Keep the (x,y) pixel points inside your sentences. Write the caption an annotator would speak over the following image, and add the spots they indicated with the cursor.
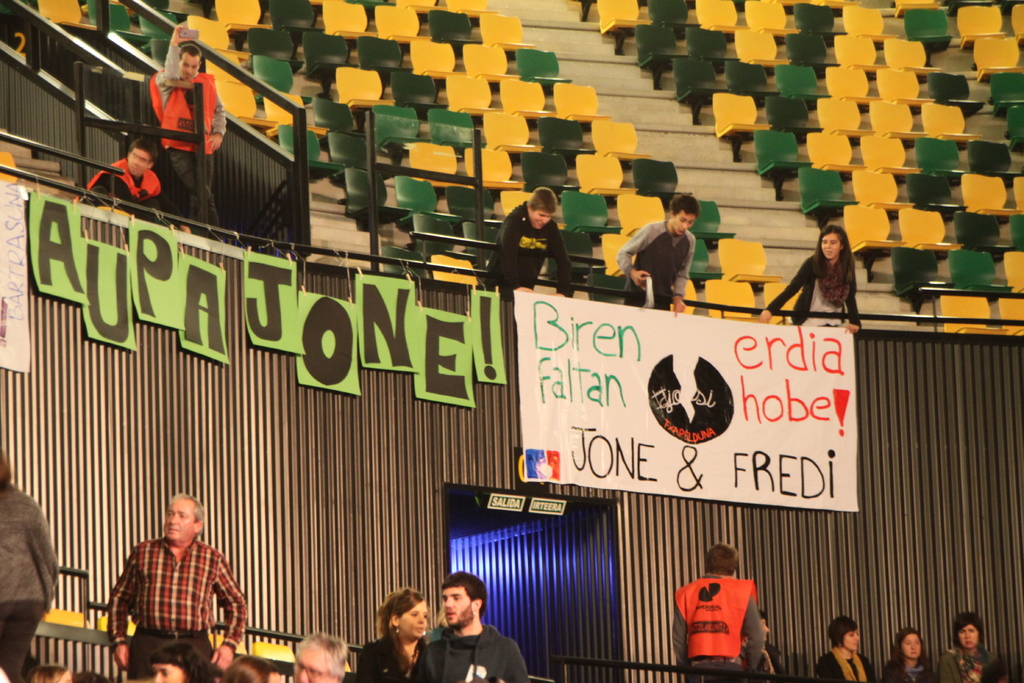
In this picture we can see some people (887,675) standing here, there is a board (741,466) here, we can see chairs (833,109) in the background (818,109), there are some people (538,249) standing in front of chairs (756,272), we can see stairs (689,144) here.
